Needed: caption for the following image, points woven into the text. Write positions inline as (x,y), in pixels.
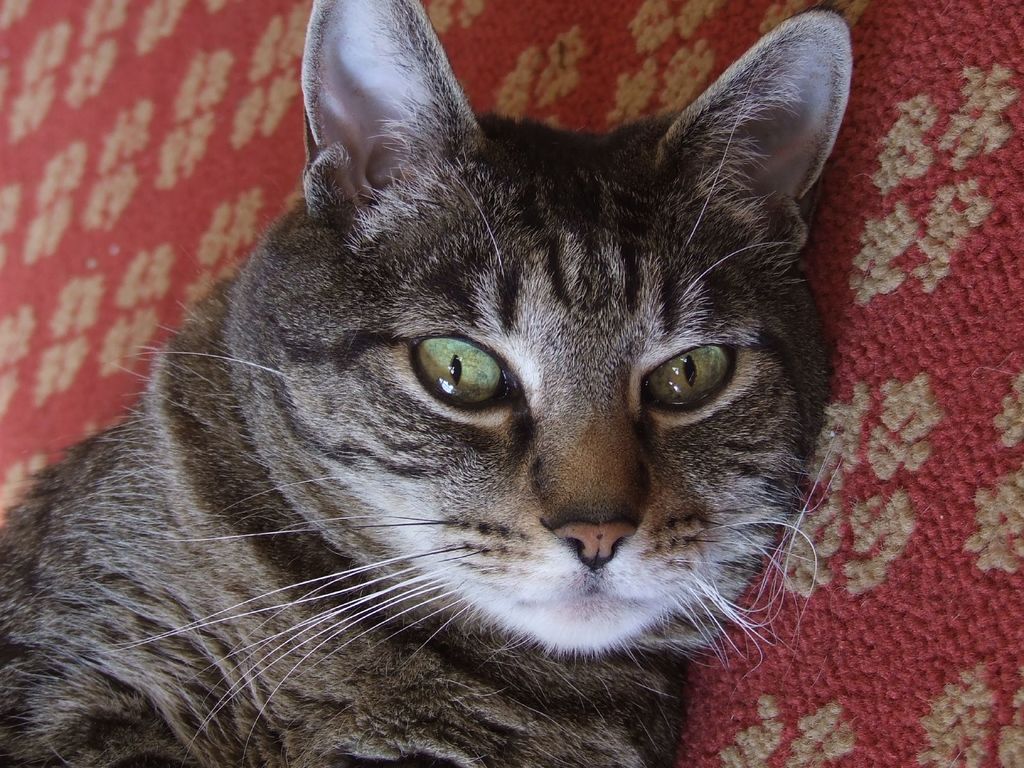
In this picture we can see a cat (301,488) laying on the carpet (923,452).
